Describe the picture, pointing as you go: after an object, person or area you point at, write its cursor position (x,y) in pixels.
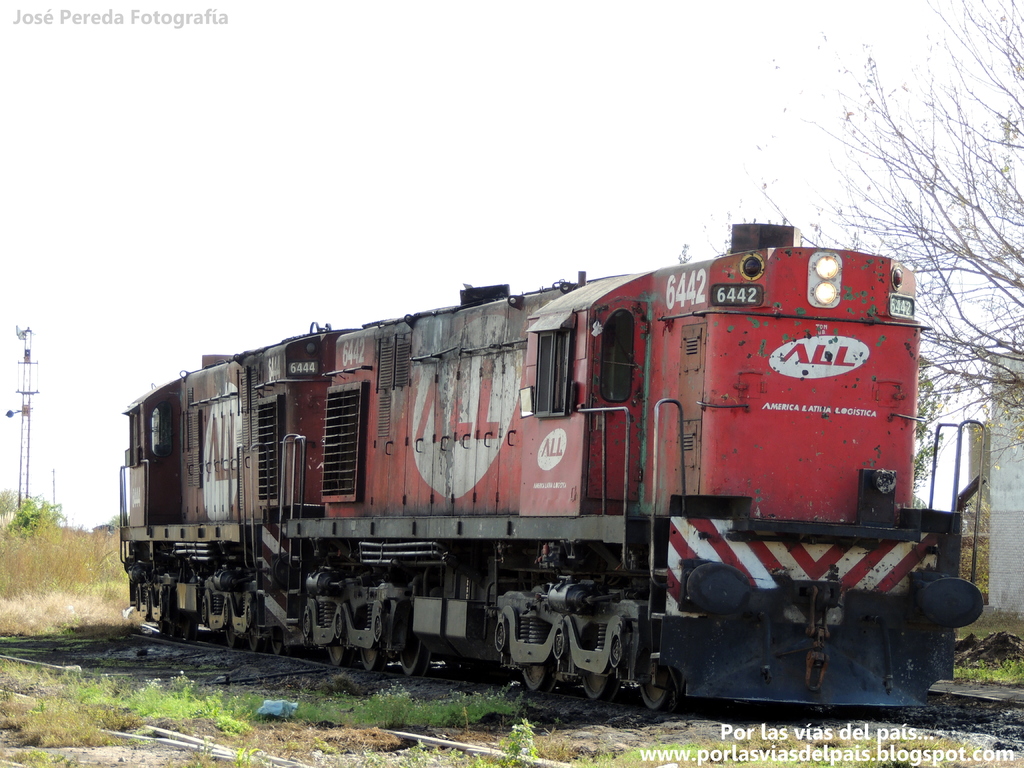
In this picture we can see train (522,579) on the track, beside we can see trees (993,276), grass (43,568) and towers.
